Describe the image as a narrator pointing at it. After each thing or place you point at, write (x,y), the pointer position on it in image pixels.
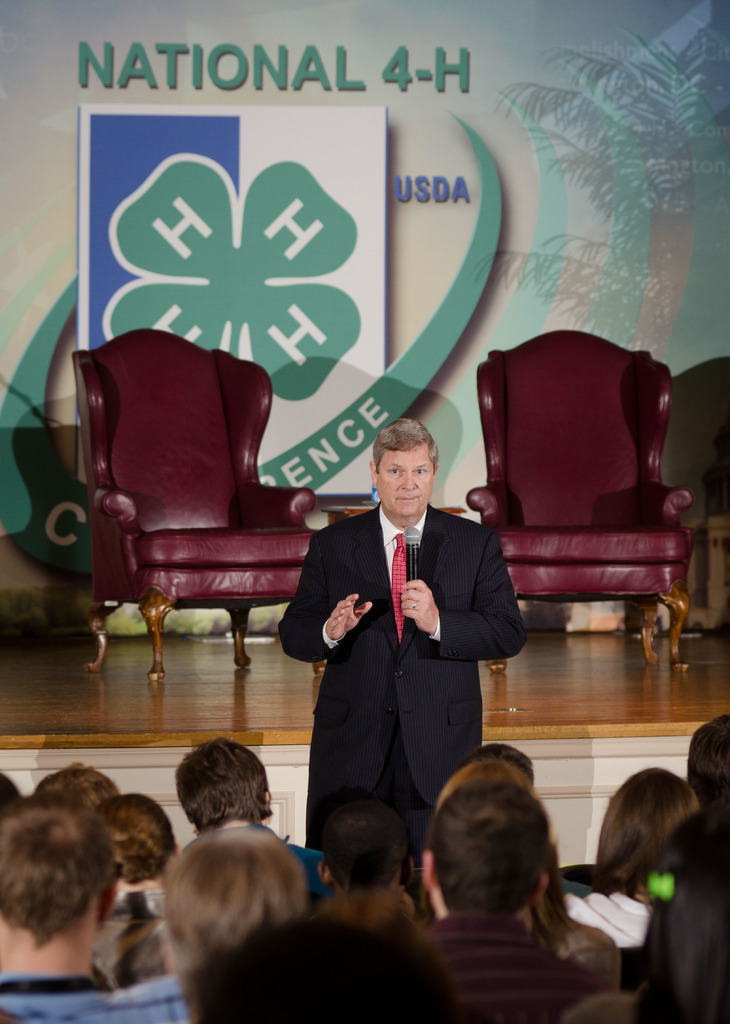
A man (398,485) is standing and speaking with a mic (416,574) in his hand (421,608). There are group of people (661,915) listening to him.
